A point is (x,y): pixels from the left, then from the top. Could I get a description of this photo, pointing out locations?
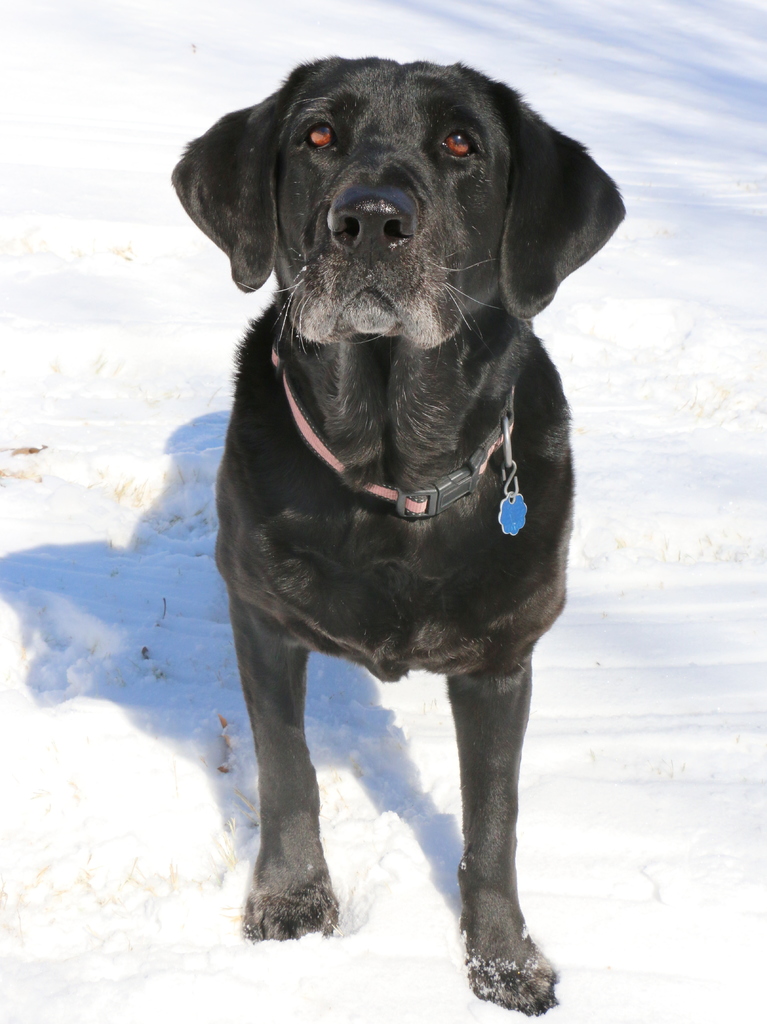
In this image we can see a dog (447,544) with a belt (289,388) on the snow (596,851).
